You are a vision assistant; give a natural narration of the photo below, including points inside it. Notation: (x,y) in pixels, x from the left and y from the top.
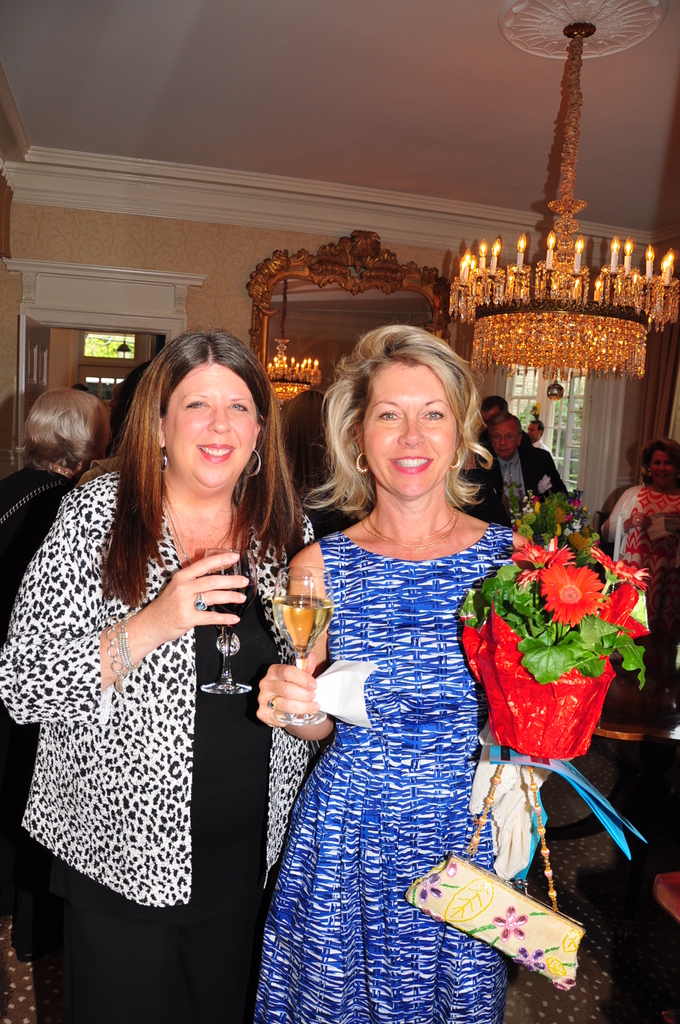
In this image we can see this woman (164,734) wearing black dress (211,628) is holding a glass (232,575) and this woman (395,746) wearing blue color dress (336,815) is holding a glass (302,660) with drink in it, bag (430,902) and a flower pot (556,714). In the background (671,545), we can see a few more people (39,428), we can see chandeliers (477,359), the door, curtains (644,423) and the glass windows (515,398).
